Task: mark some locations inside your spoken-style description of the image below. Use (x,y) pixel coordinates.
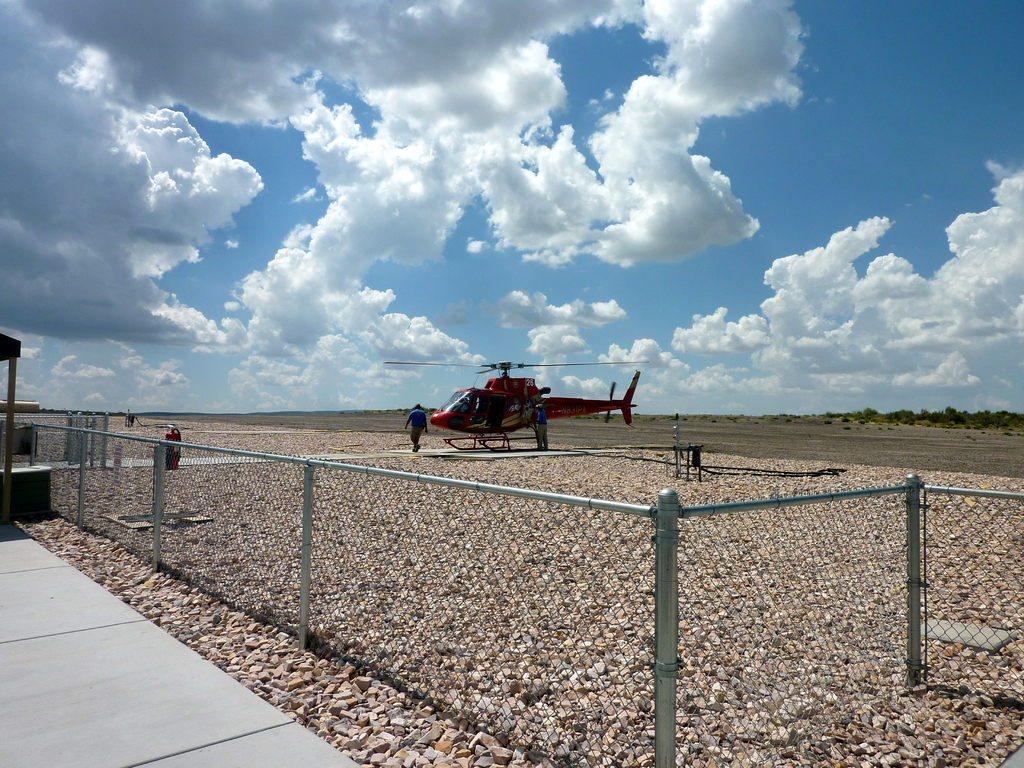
This image is clicked outside. There is a helicopter (496,393) in the middle (607,420). There are some persons (548,431) standing in the middle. There is sky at the top (73,206). There is a fence (675,612) at the bottom (527,663).
